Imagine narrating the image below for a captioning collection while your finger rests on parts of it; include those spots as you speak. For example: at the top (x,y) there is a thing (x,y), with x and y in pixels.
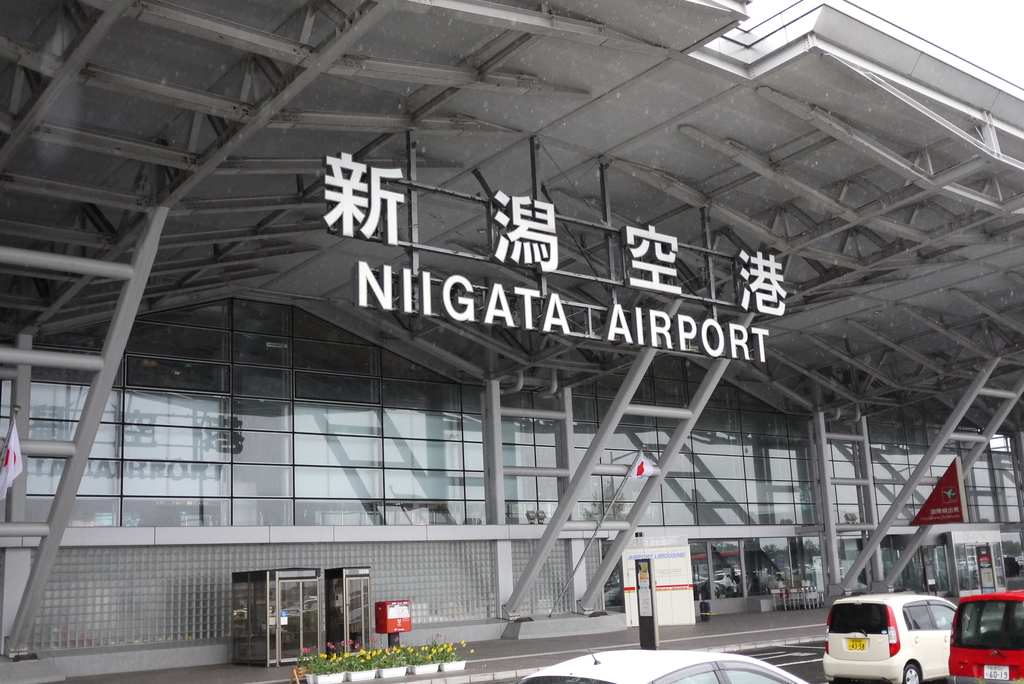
In this image I can see few vehicles (1021,599) on the road (787,659). Background (407,495) I can see a glass building (452,513) and I can see few poles (832,511) in gray color.
